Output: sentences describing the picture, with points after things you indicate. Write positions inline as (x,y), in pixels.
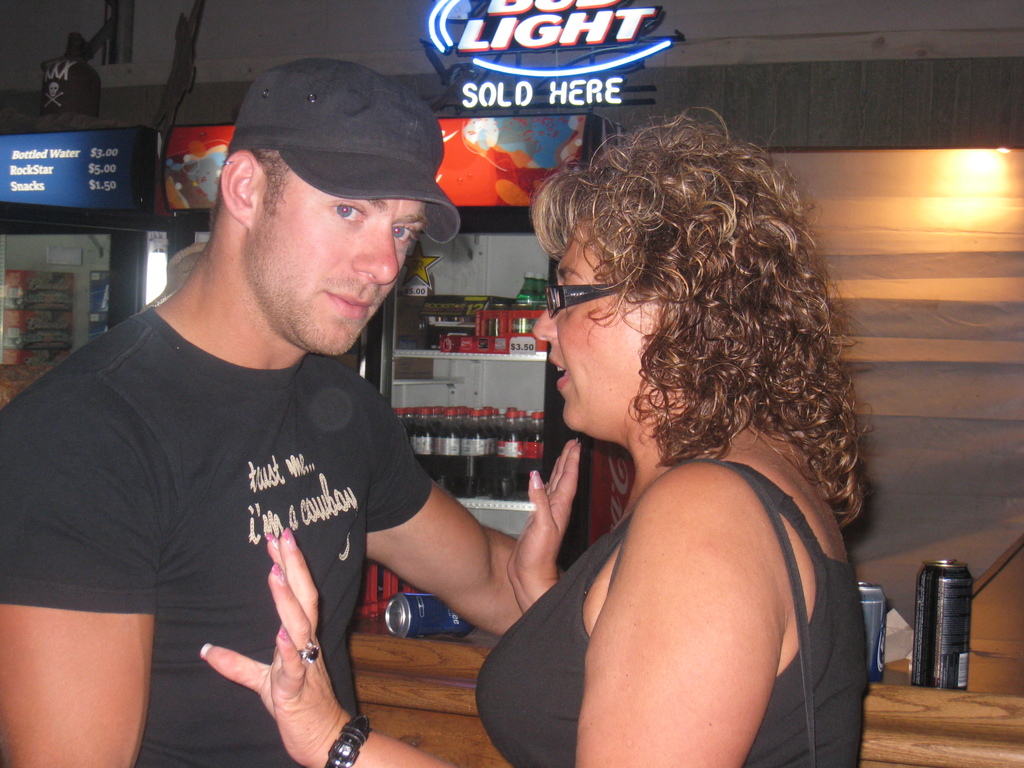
In the front of the image (245,723) I can see two people (573,709). A person (236,455) wore a cap (312,144). In the background of the image (21,164) there are fridges (485,281), table (993,714), cans (963,651), boards (63,164), lights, bottles (457,434), box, wall (983,197), stickers (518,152) and objects (67,66). Something is written on a board (100,148).
